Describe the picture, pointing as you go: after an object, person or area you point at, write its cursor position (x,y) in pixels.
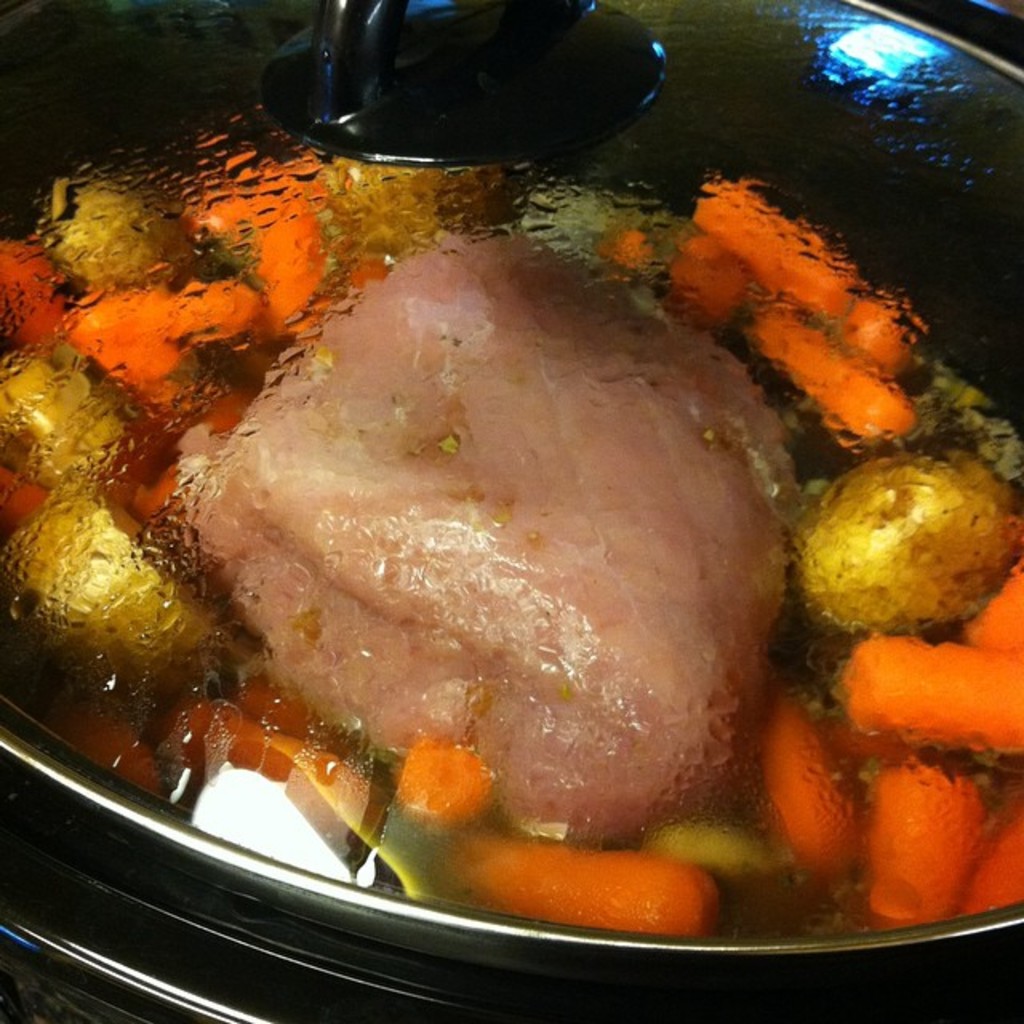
In this picture we can see a pan (392,745) contains some food item (455,461) with lid (584,473) are present.
